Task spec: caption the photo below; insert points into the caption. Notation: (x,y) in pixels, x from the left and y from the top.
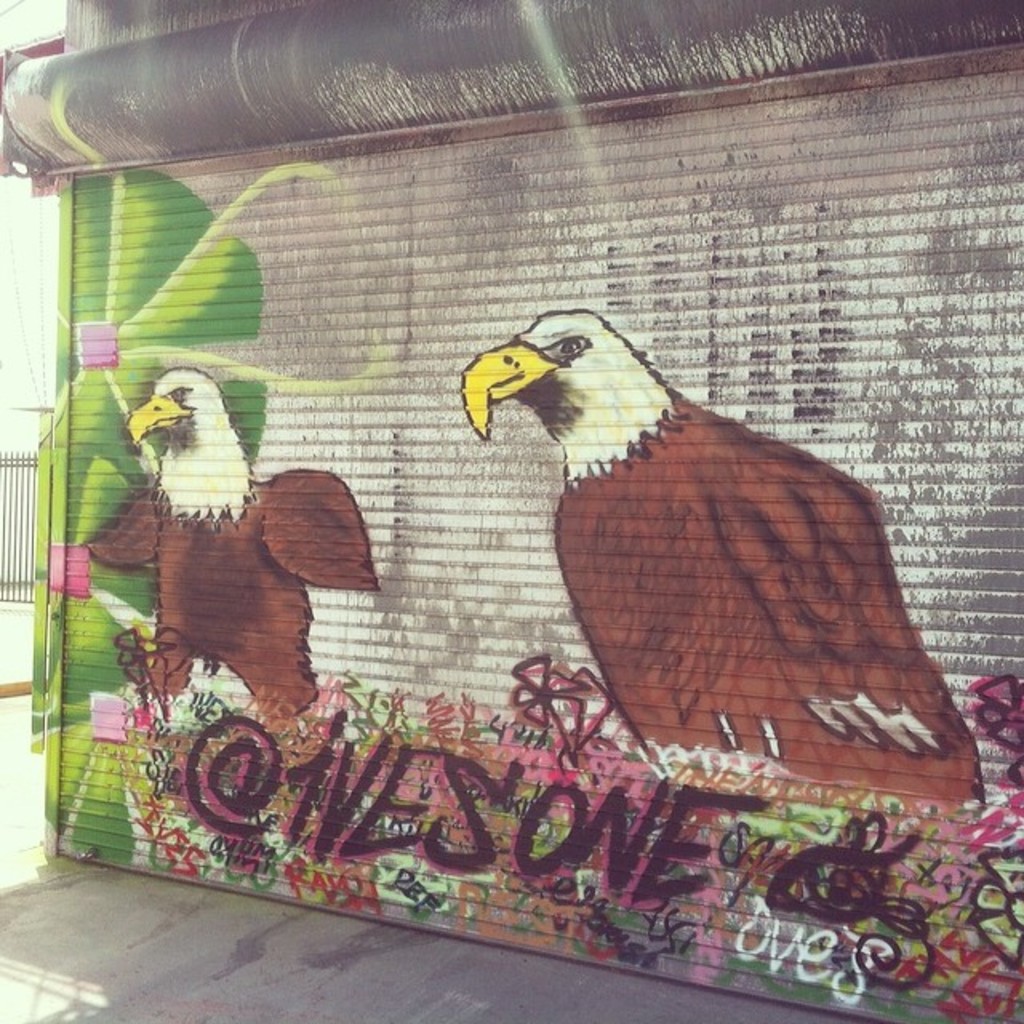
In the image in the center (407,481) there is a wall (407,481) and fence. And we can see some art (215,447) on the wall (456,468), in which we can see birds (613,515), flowers (103,692) etc.
